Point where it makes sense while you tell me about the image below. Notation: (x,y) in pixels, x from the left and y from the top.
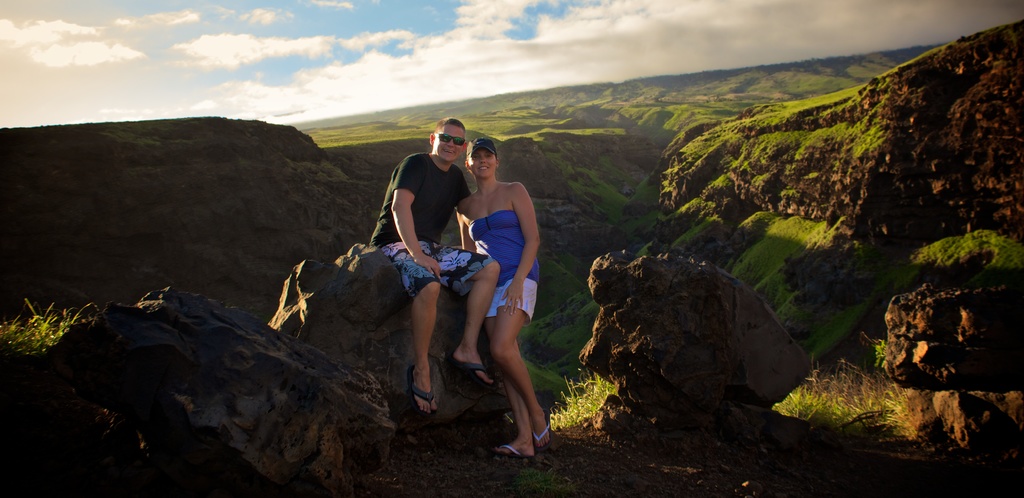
In this image I can see a person (442,216) wearing black t shirt (435,195) and a woman (483,211) wearing blue and white dress (504,245) is standing and the person (446,267) is sitting on a rock (380,285). In the background (209,179) I can see few mountains (359,186), some grass (795,235) and the sky (343,59).
